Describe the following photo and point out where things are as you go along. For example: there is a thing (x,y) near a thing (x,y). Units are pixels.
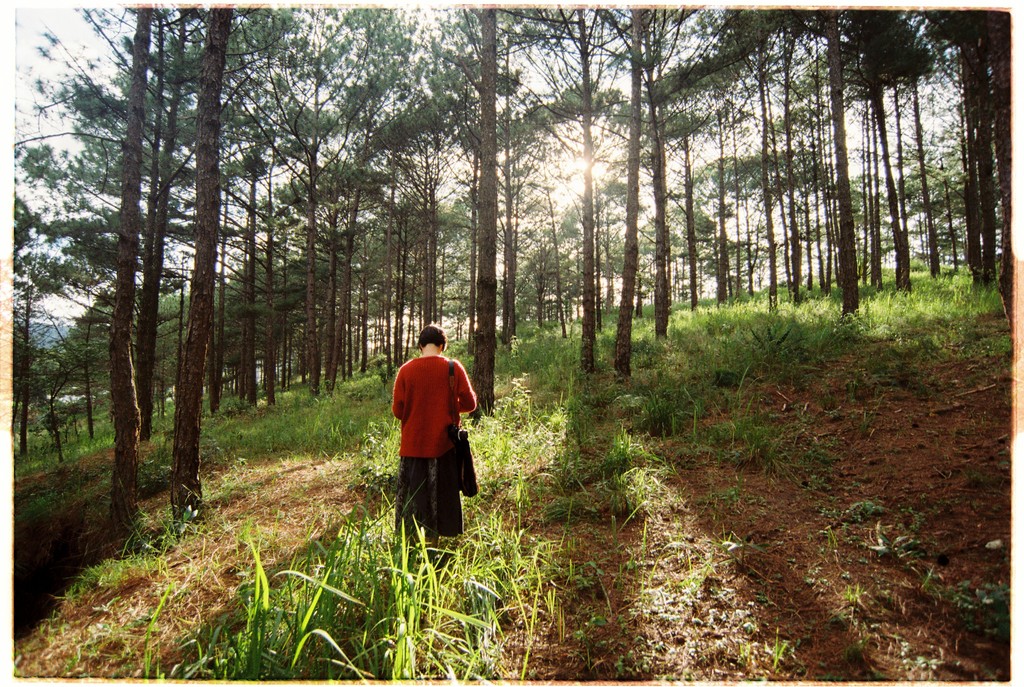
In the image there is a woman (428,489) standing in the middle of the grassland (413,567) with trees (905,36) all over in the back (309,225).
